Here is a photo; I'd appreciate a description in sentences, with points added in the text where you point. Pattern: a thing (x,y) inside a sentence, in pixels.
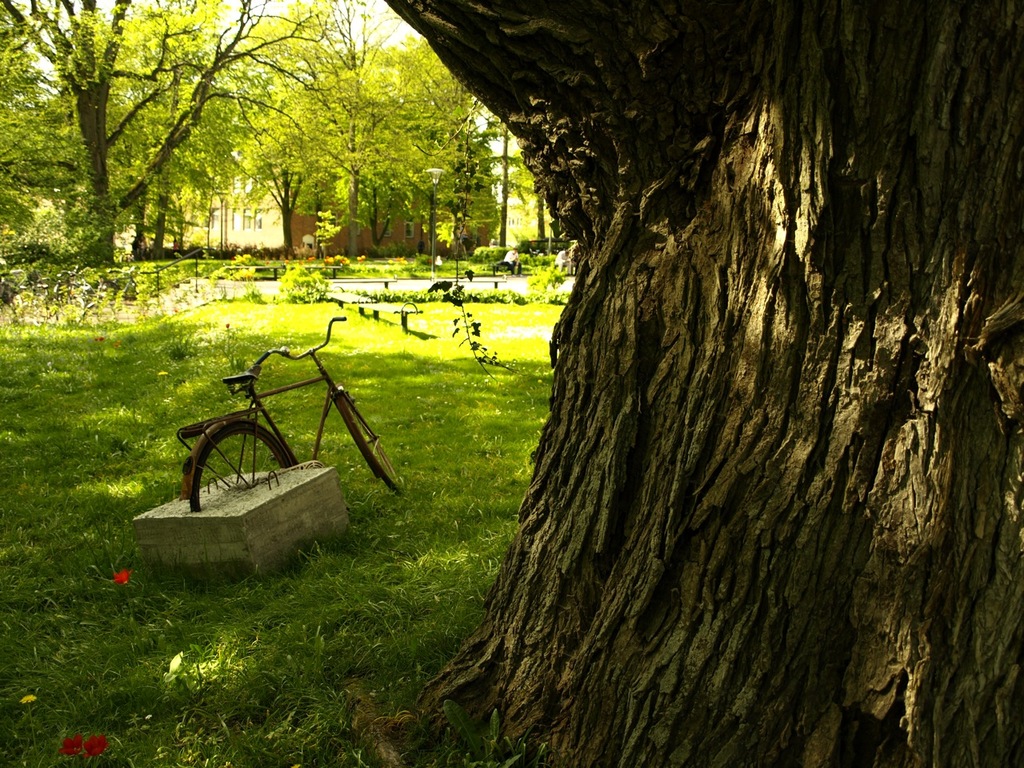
In this image in the front (651,515) there is a tree (581,557). On the left side (282,458) there is a bicycle (256,451) on the grass (416,441) and there's grass (141,401) on the ground (177,336) and in the background (159,168) there are trees (287,219), there is a building (310,218).
